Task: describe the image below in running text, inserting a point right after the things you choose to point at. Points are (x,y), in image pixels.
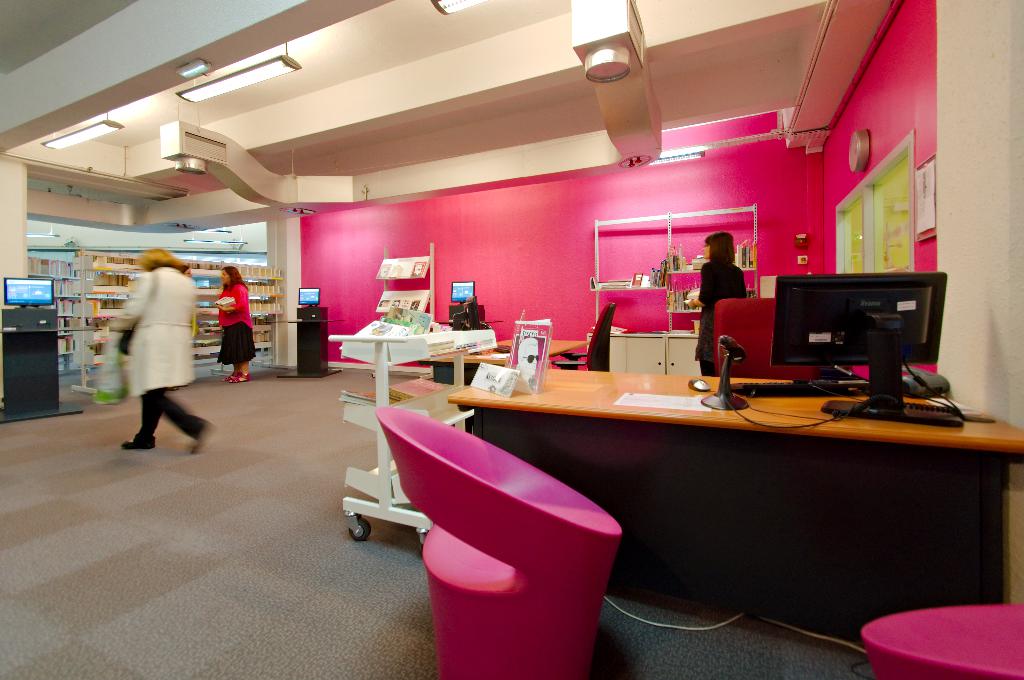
In this image we can see inside of a building (189,562). There are many books (101,274) placed on the racks (122,293). There are few chairs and tables (686,437) in the image. There are few computers (24,299) in the image. There are many lights (183,96) attached to the roof (330,47) in the image. There are few objects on the wall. There are few objects (648,404) placed on the tables (664,384).
